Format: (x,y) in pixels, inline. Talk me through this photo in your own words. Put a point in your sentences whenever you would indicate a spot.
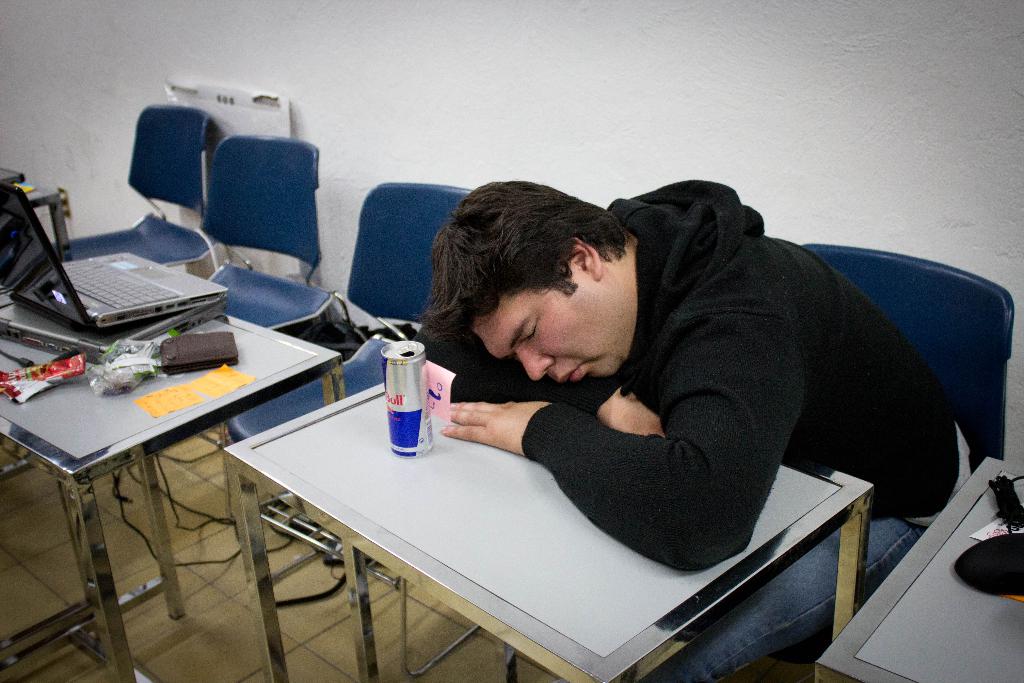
Here we can see a person (728,253) sitting on the chair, and sleeping on the table (541,470), and here is the tin (427,416) and many other objects (146,364) on it, and here is the wall (557,158).
